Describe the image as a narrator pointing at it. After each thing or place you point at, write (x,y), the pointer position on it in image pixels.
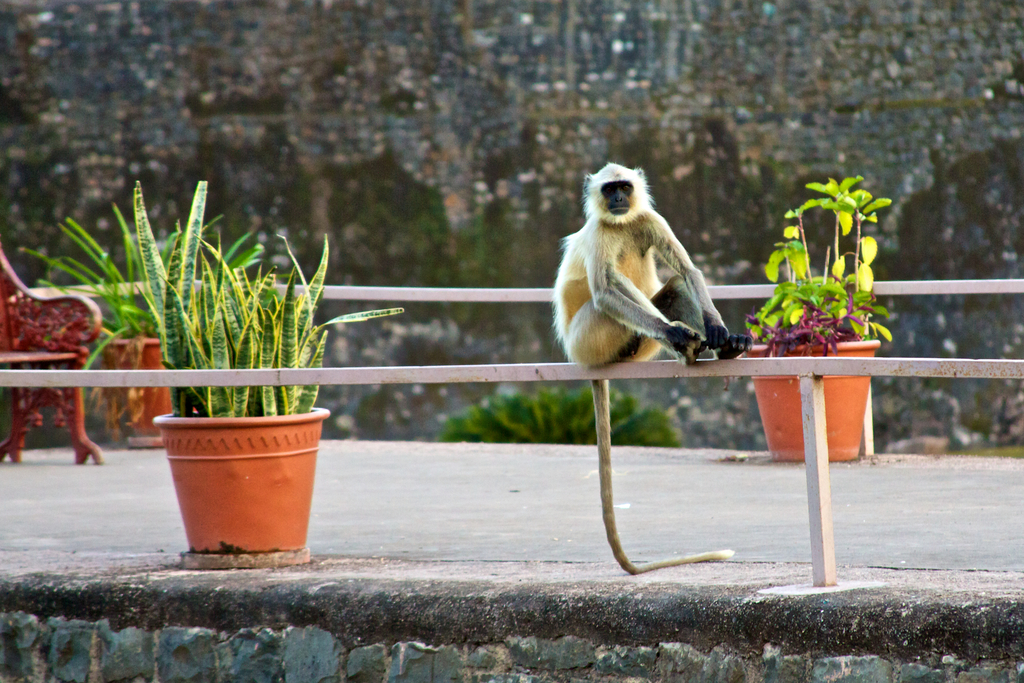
In this picture, we can see monkey (630,335) is sitting on an iron rod (591,375) and behind the monkey (607,338) there are pots (279,480) with plants (177,362), bench (62,349) and a wall (383,160).
